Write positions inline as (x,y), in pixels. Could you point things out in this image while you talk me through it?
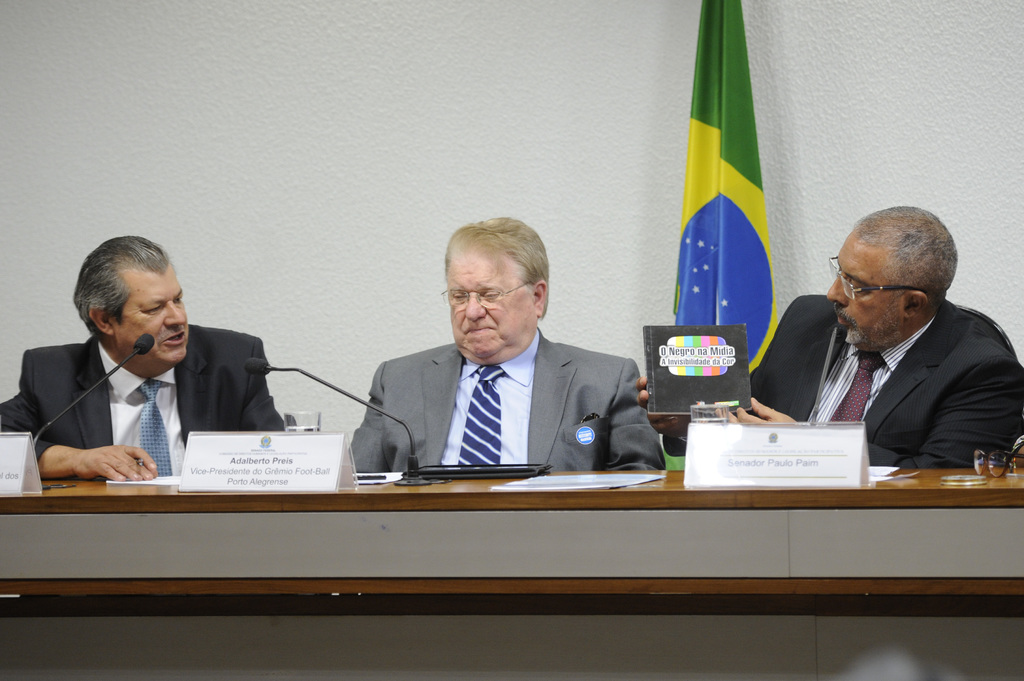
This image consist of three men (17,415) sitting near the table (166,564). On the table (99,533), there are mics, name plates (324,473), and papers (623,476). In the background (515,157), there is a wall (637,168) and a flag (742,140) in green color. To the left (237,408), the man (211,398) sitting is wearing black suit (223,398). In the middle (450,421), the man (450,421) sitting is wearing gray suit (436,423).
